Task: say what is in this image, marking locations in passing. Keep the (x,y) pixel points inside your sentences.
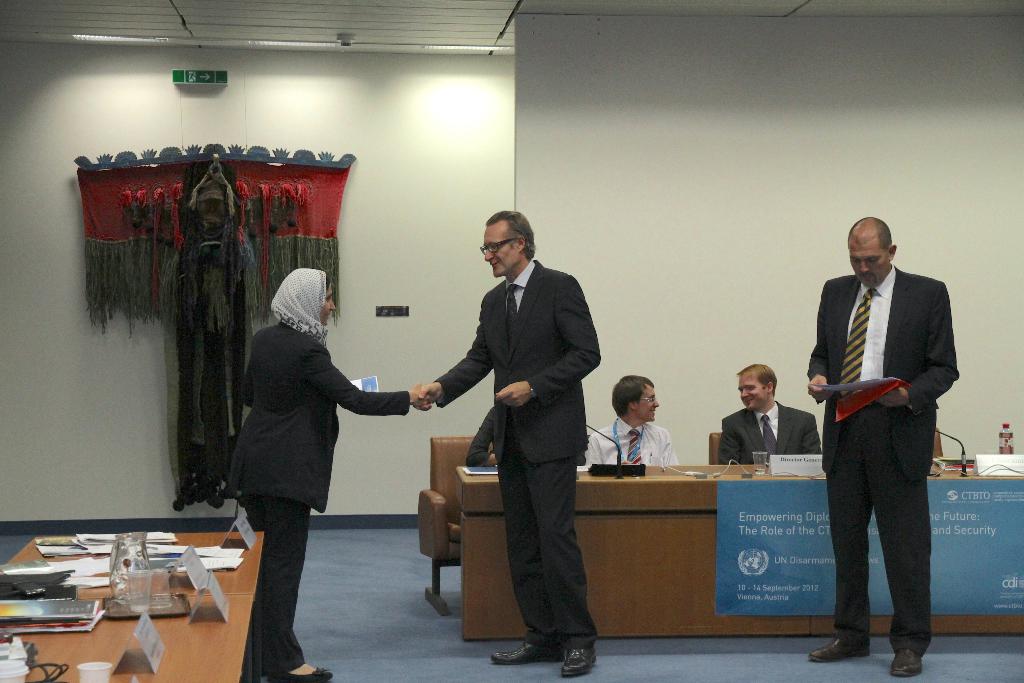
In this image I see a woman (301,553), who is standing and I also see that there are 2 men (948,320) standing and In the background (495,447) I see 3 people (492,432) sitting on the chairs (435,532). I also see that there are 2 tables (476,572) and few things (1017,458) on it. In the background (450,148) I see the wall (437,94).
